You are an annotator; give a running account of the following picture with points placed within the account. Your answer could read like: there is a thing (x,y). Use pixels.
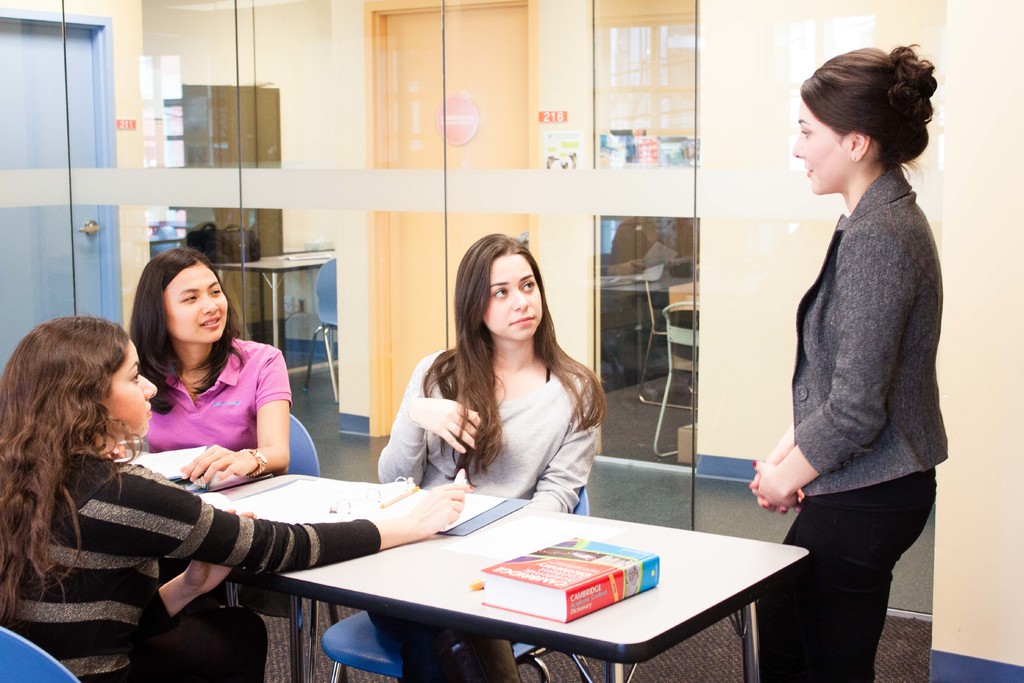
There are four persons (324,547) in a room (624,455). The three persons (454,460) are sitting on a chairs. On the right side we have a woman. She is standing. There is a table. There is a book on a table (542,511). We can see in background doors (429,225).
